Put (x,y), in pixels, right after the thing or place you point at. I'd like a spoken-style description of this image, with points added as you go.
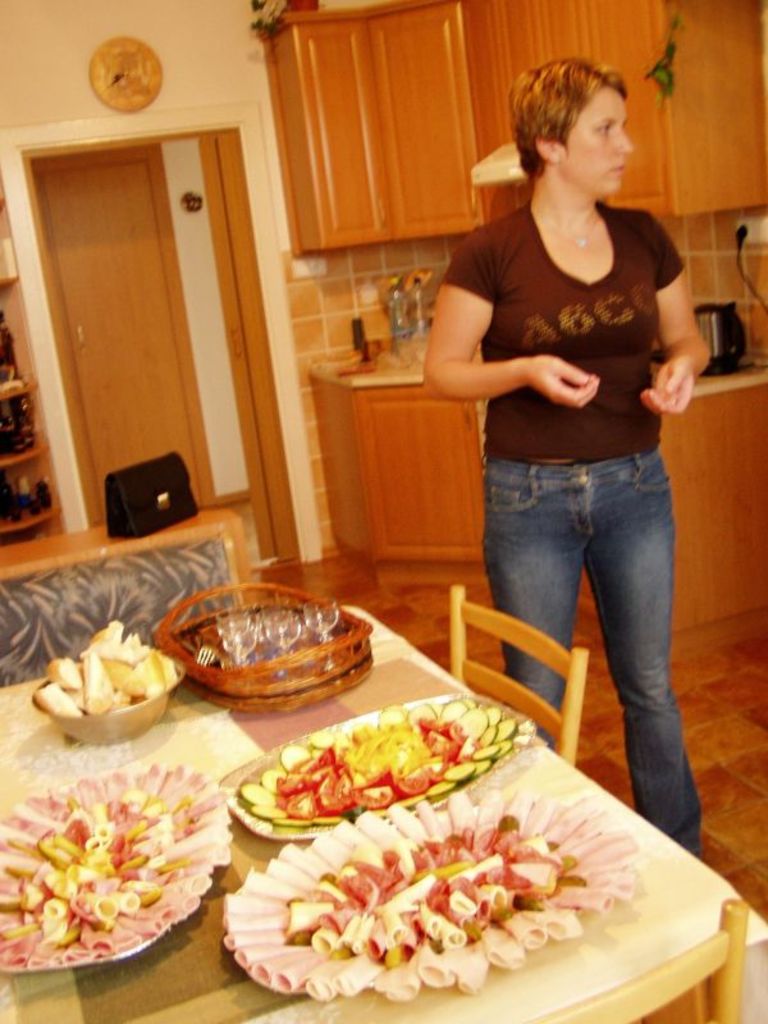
In this image in the front (408,955) there is a table (497,966) and on the table (513,1008) there is food (315,811) and there are empty chairs (693,976). In the center (506,349) there is a person (587,487) standing. In the background (130,310) there is a door (174,305) and there is a wardrobe (384,166) and there is a platform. On the platform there are objects (396,340) and on the left side (22,353) there is a shelf (34,460) and in the shelf (21,462) there are objects (17,438) which are black in colour and there is a purse (145,511) which is black in colour.
